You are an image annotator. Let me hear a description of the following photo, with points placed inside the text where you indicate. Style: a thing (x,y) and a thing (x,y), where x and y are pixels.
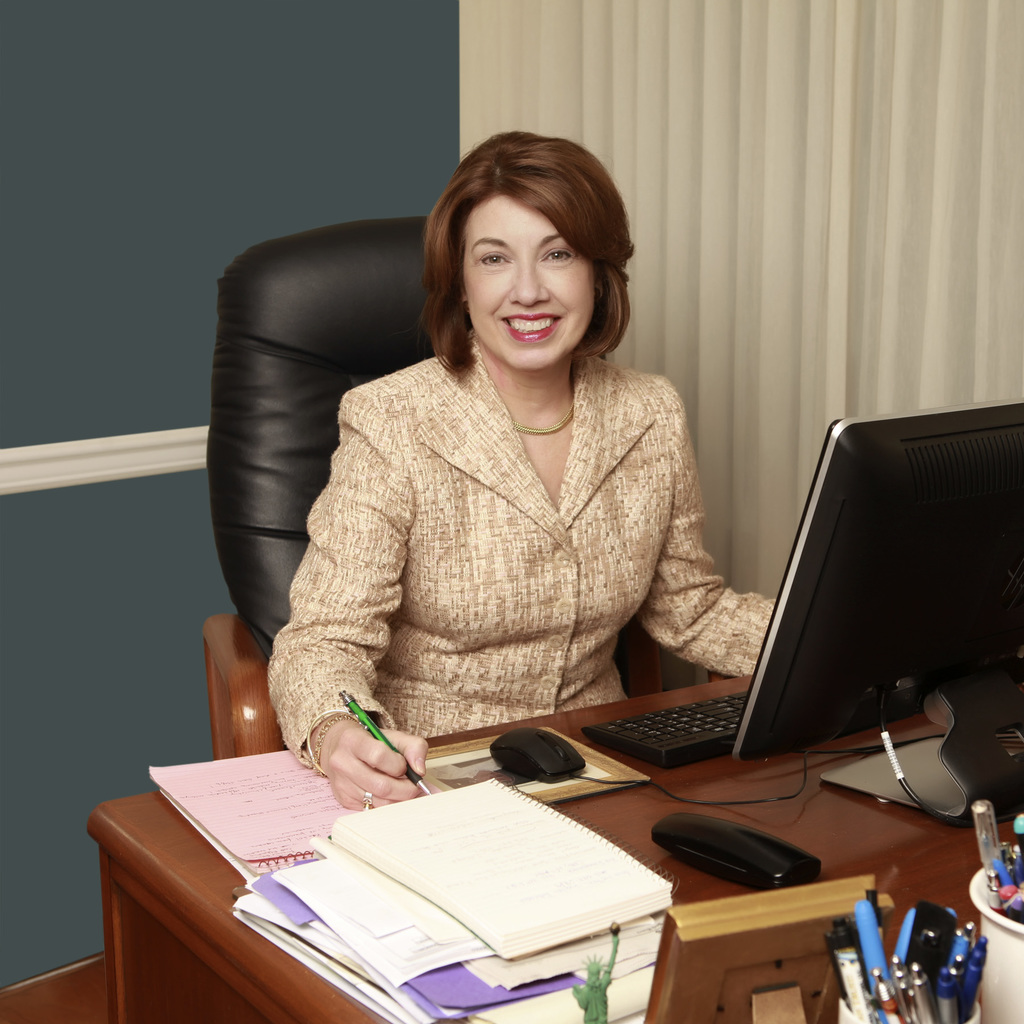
In this image we can see a woman (509,413) sitting on the chair (308,445) and holding a pen (377,729), and on the table (223,871) there is a system (754,708), keyboard (669,742), mouse (527,763), mouse pad (489,766), a box (727,827), papers (532,905), few pens (957,965) in the pen stand (1015,969), a photo frame (752,973) and few objects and there is a curtain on the right side (846,414) and a wall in the background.
